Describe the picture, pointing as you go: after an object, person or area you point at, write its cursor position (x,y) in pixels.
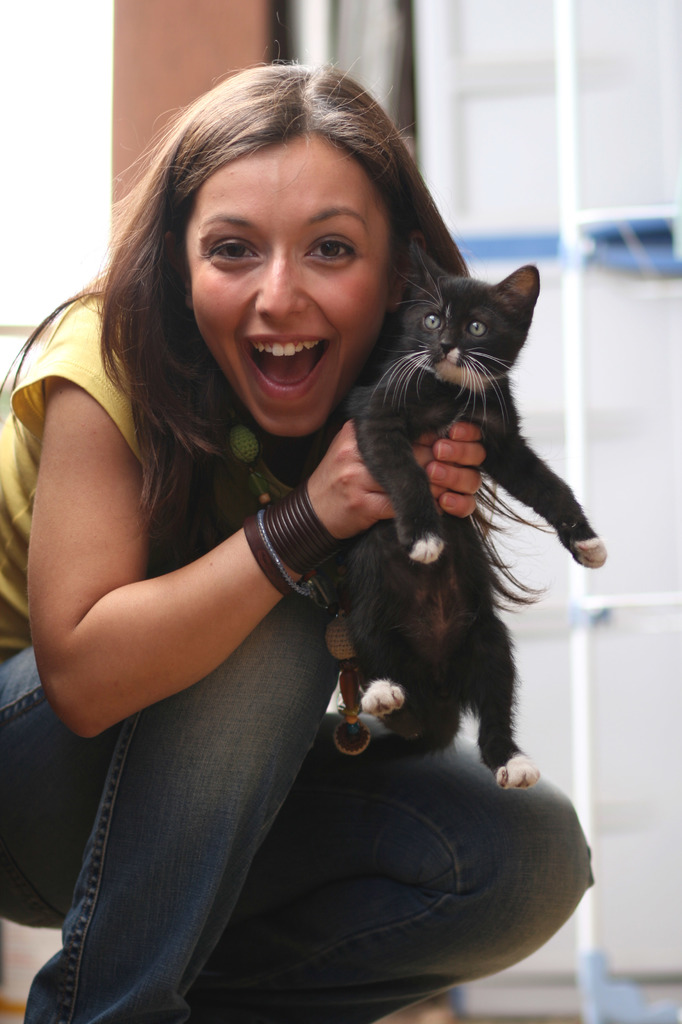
In this image I can see the person (156,891) and the person (288,931) is holding a cat (363,548). The cat (403,517) is in black color, the person (182,725) is wearing yellow shirt (70,333) and blue pant (180,716), background (665,575) I can see the door (495,147) in white color.
